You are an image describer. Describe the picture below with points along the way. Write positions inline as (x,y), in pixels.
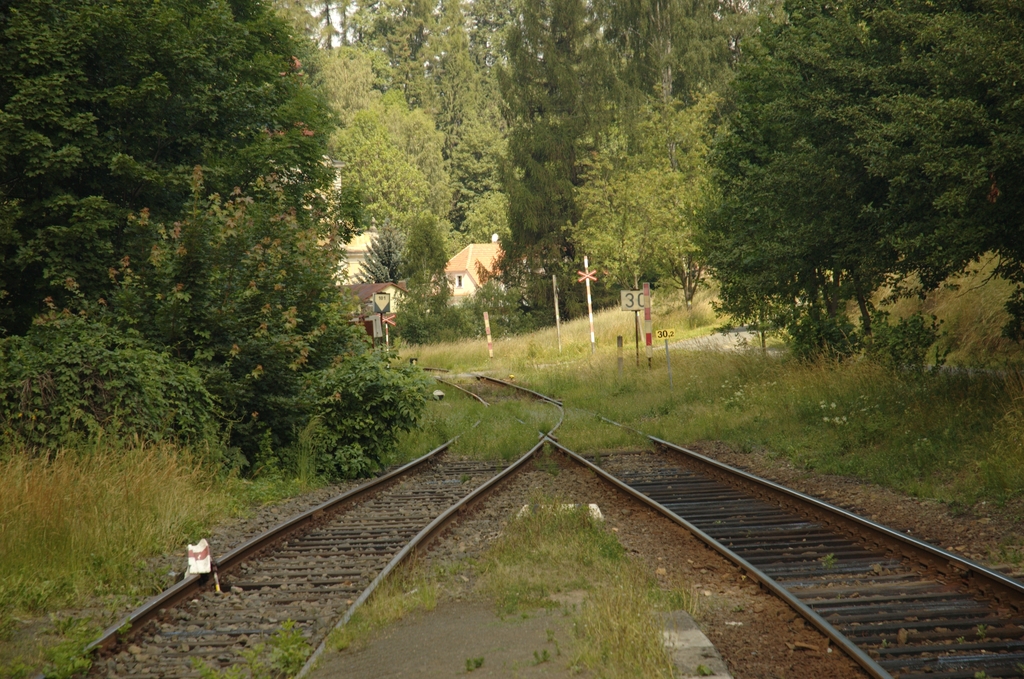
In this picture I can observe two railway tracks (314,611). On either sides of the tracks (350,511) I can observe grass (88,507), plants (208,349) and trees (271,198). In the background (367,235) I can observe houses (483,255).
